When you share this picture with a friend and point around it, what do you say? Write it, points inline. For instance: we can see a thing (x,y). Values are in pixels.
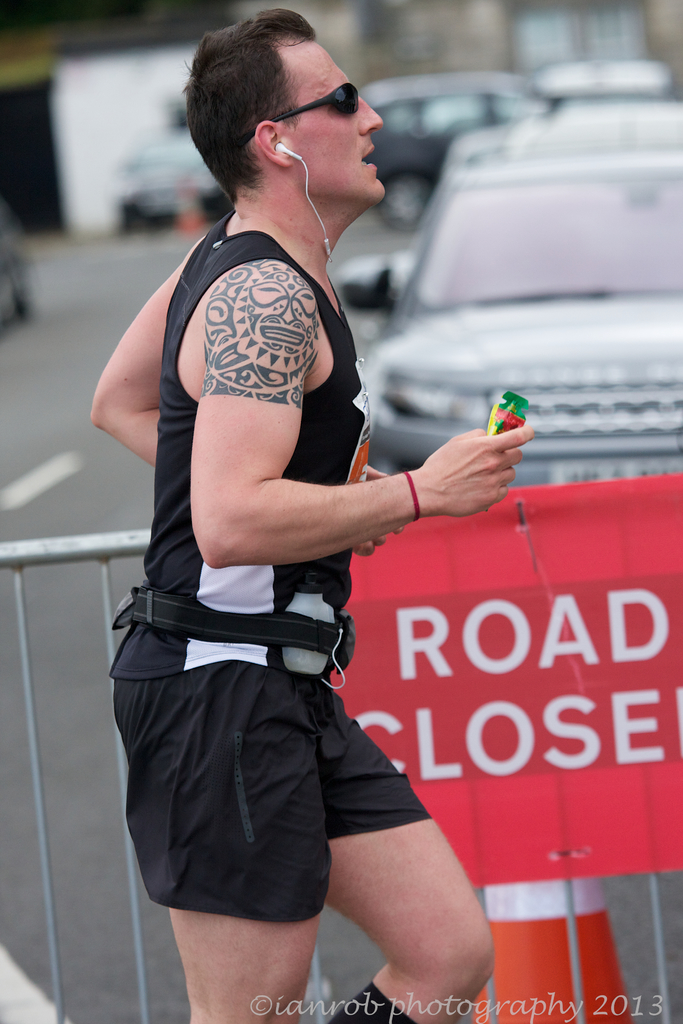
The man (347,480) in the front of the picture (226,660) is running and he is holding a green and yellow color object (512,423) in his hand (506,438). He is wearing the goggles (350,108). Beside him, we see the road railing (86,784) and the board (446,558) in red color with some text (559,761) written on it. Behind that, we see the traffic stopper (526,952). On the right side (547,424), we see the cars (413,263) moving on the road (96,320). In the background (121,140), we see the buildings (266,6). This picture is blurred in the background (114,199).
